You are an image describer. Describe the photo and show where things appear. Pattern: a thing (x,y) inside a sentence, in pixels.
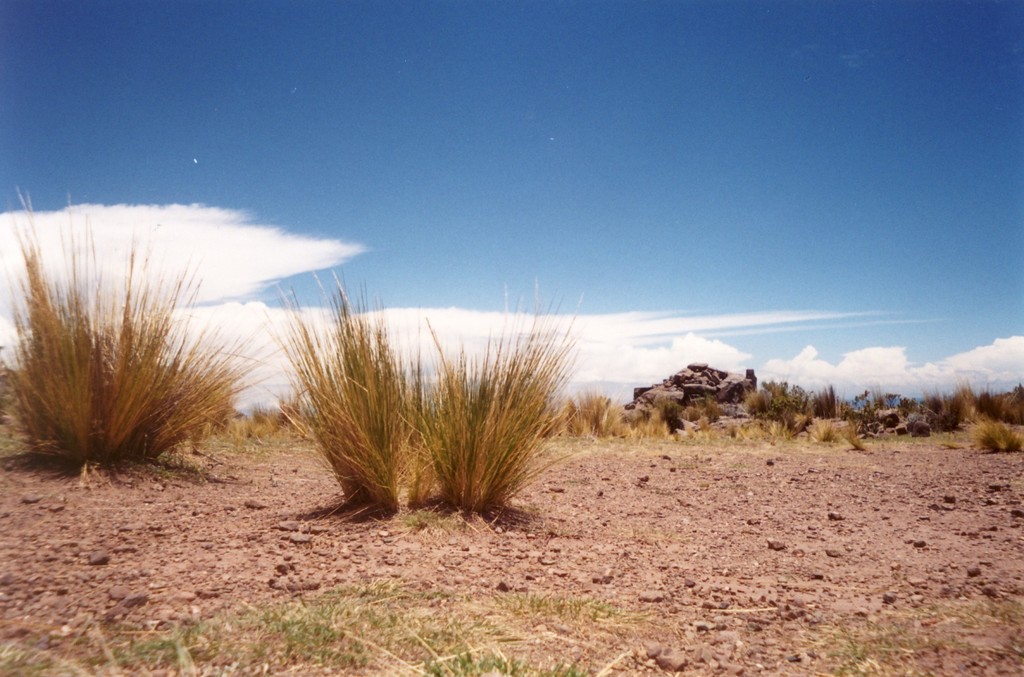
In this image we can see ground (751,543), grass (449,522), and stones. In the background (1001,139) there is sky (555,236) with clouds (620,381).
